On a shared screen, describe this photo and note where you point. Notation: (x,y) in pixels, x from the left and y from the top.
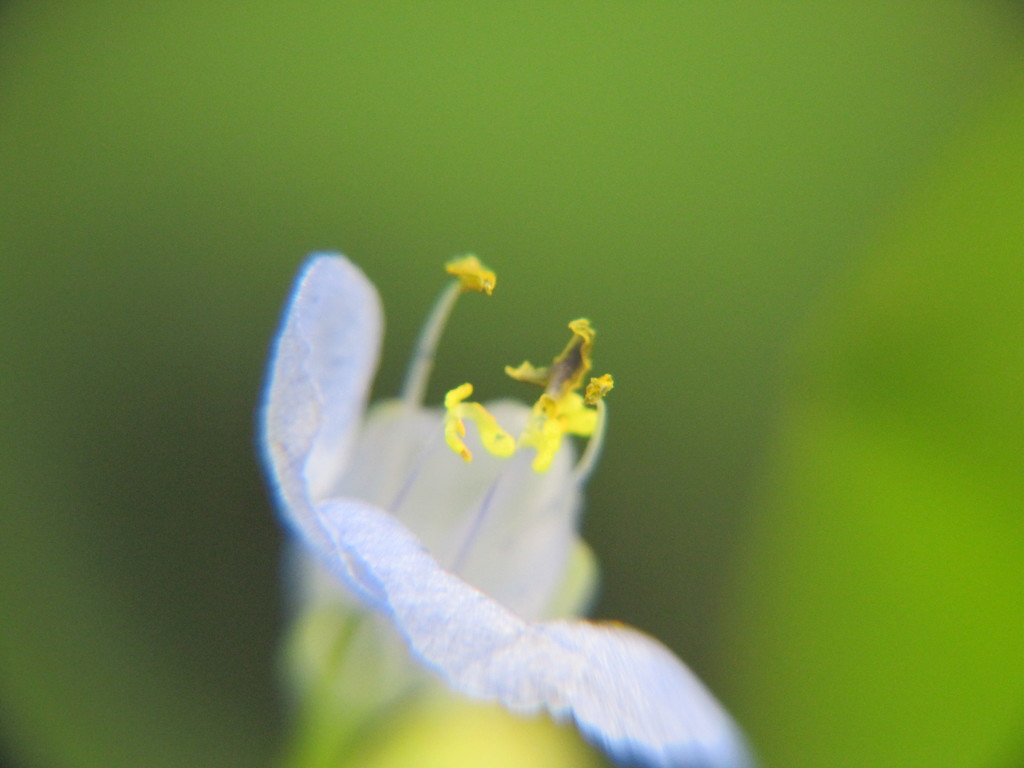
In this image, we can see a flower (377,734) and there is a blur background (306,169).
